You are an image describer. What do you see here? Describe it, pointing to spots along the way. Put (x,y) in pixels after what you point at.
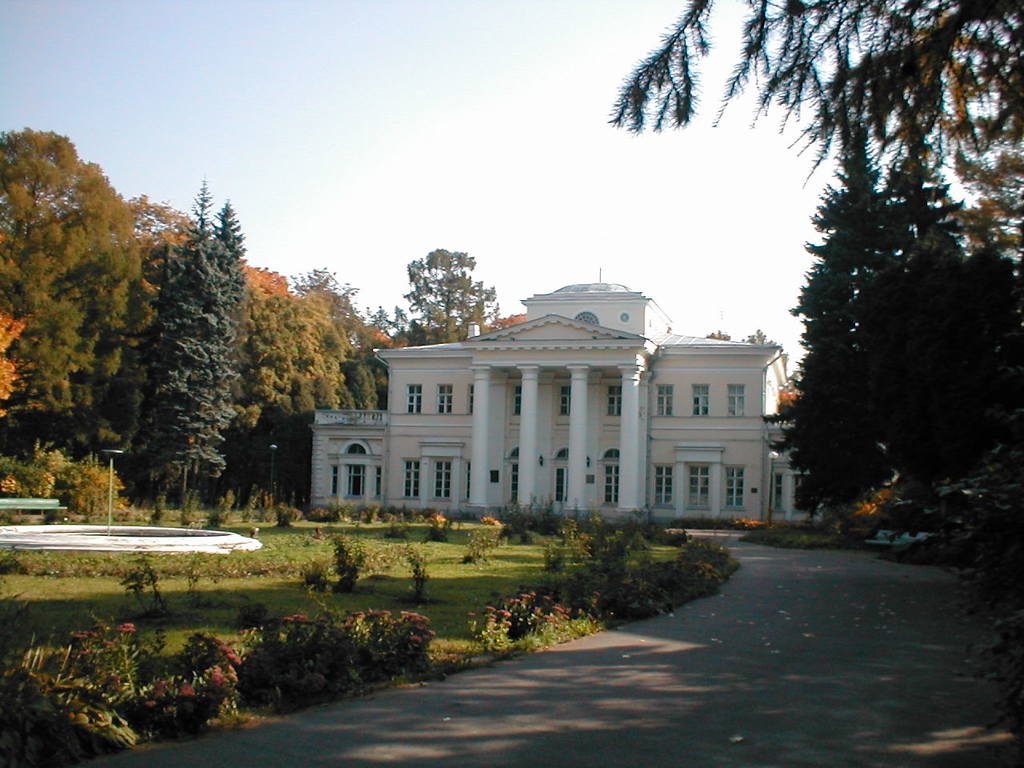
In this image we can see a building (453,422), trees (149,454), fountain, plants (414,564), shrubs (315,627), ground (304,592), road (700,613), poles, electric lights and sky (452,193).
